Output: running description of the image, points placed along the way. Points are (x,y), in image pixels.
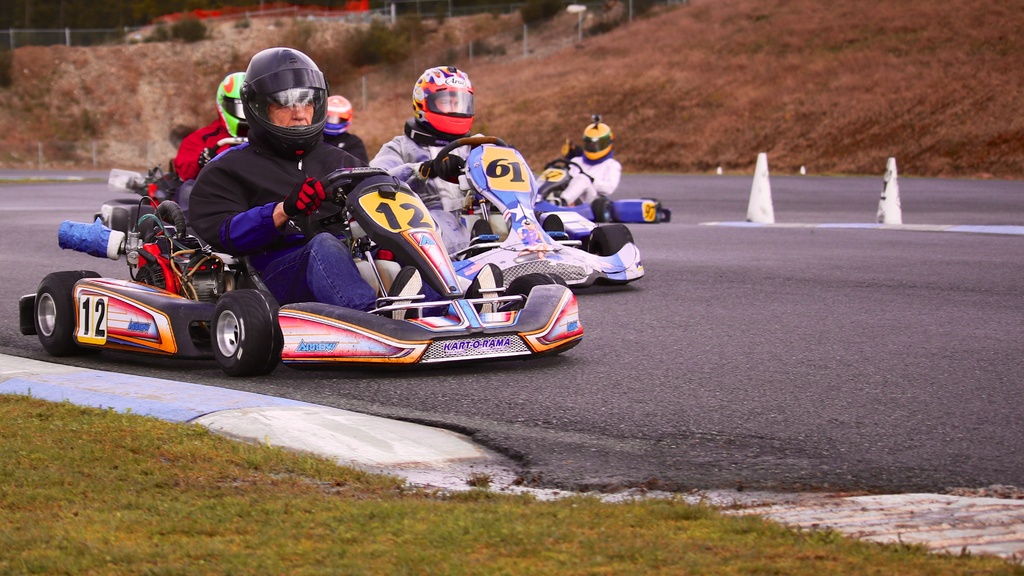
In this image, we can see few people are riding vehicles (551,287) on the road (722,350). They are wearing helmets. At the bottom (799,530), we can see grass (479,511). Top of the image (213,16), we can see few plants (195,20), rods (66,35), some red color here. Right side of the image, we can see a traffic cones (888,193).
